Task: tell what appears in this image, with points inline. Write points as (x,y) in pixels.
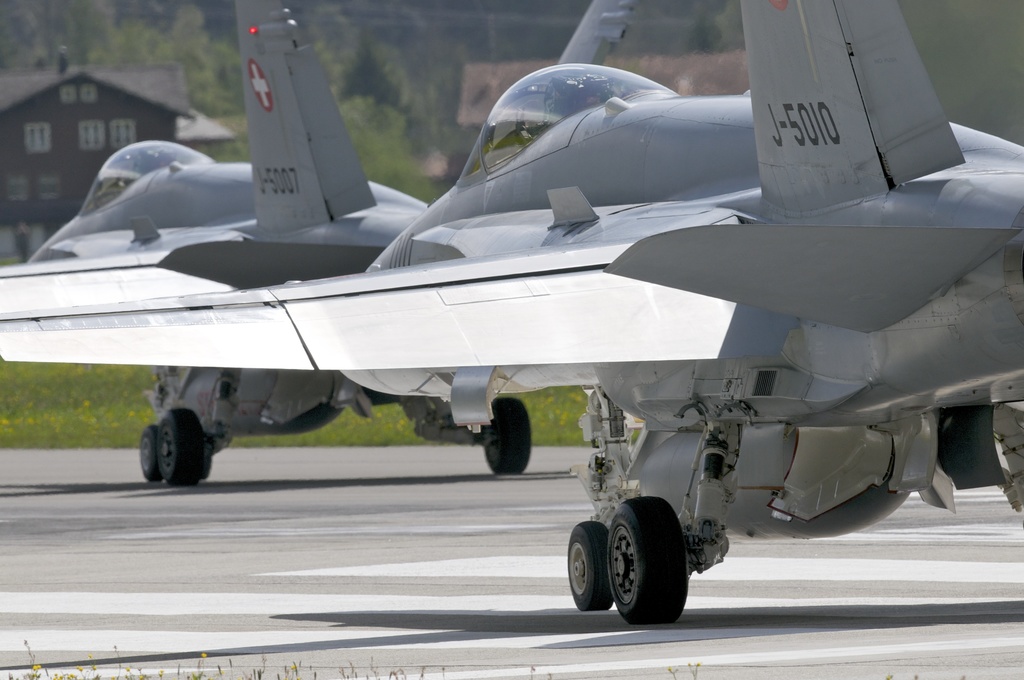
In this image, we can see aeroplanes (537,350) on the road (402,476) and in the background (164,125), there are sheds (18,119) and we can see trees (406,49).
